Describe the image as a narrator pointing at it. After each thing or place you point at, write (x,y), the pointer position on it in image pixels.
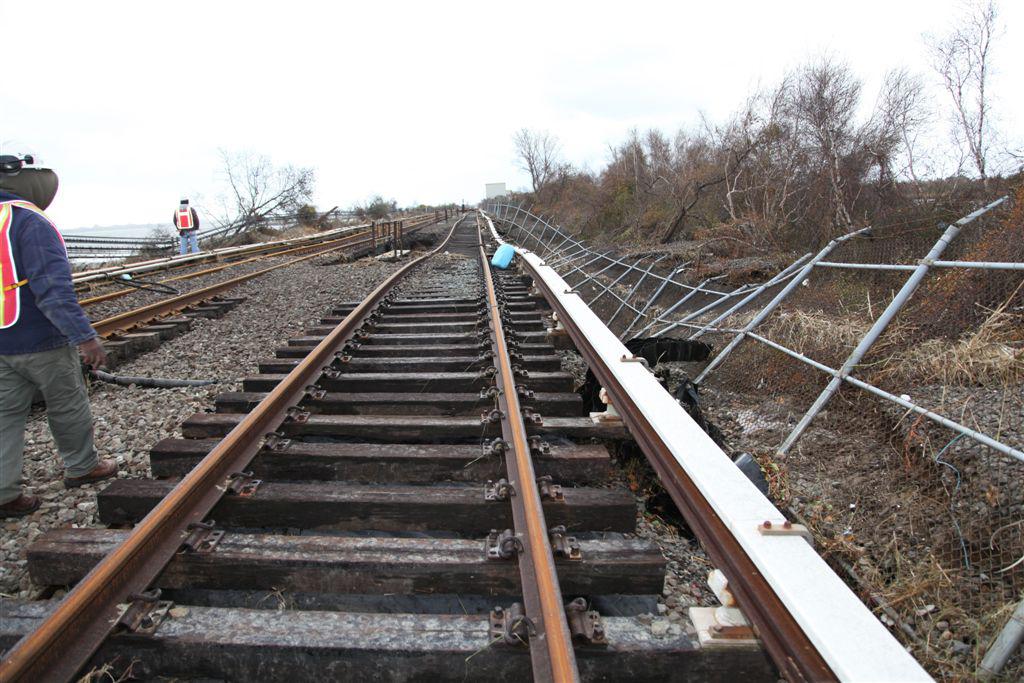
In this picture I can see two persons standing near the railway tracks (113,647). I can see trees (784,224), fence (889,406), and in the background (539,56) there is the sky (545,87).
